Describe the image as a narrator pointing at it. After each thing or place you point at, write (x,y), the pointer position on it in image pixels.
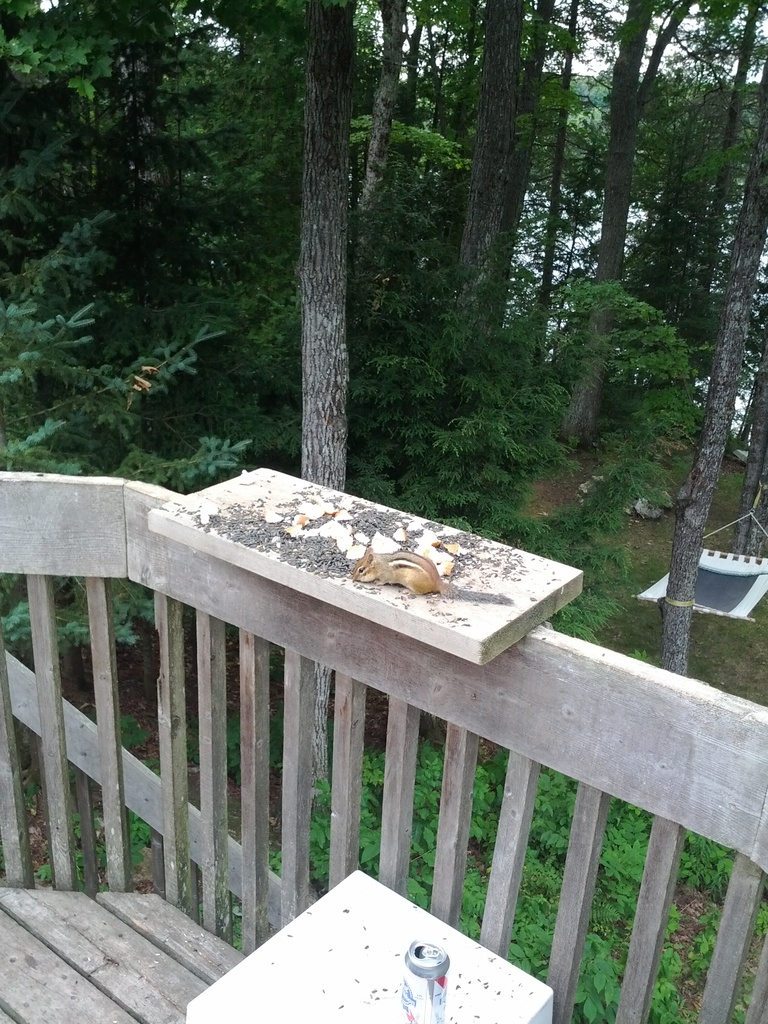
In this image we can see a squirrel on a wooden plank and there is a wooden railing (51,521) and we can see a tin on the surface (314,1020) which looks like a table (461,1023). There are some plants (645,847) and trees (288,215) and there is an object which looks like a hammock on the right side of the image (755,568).
